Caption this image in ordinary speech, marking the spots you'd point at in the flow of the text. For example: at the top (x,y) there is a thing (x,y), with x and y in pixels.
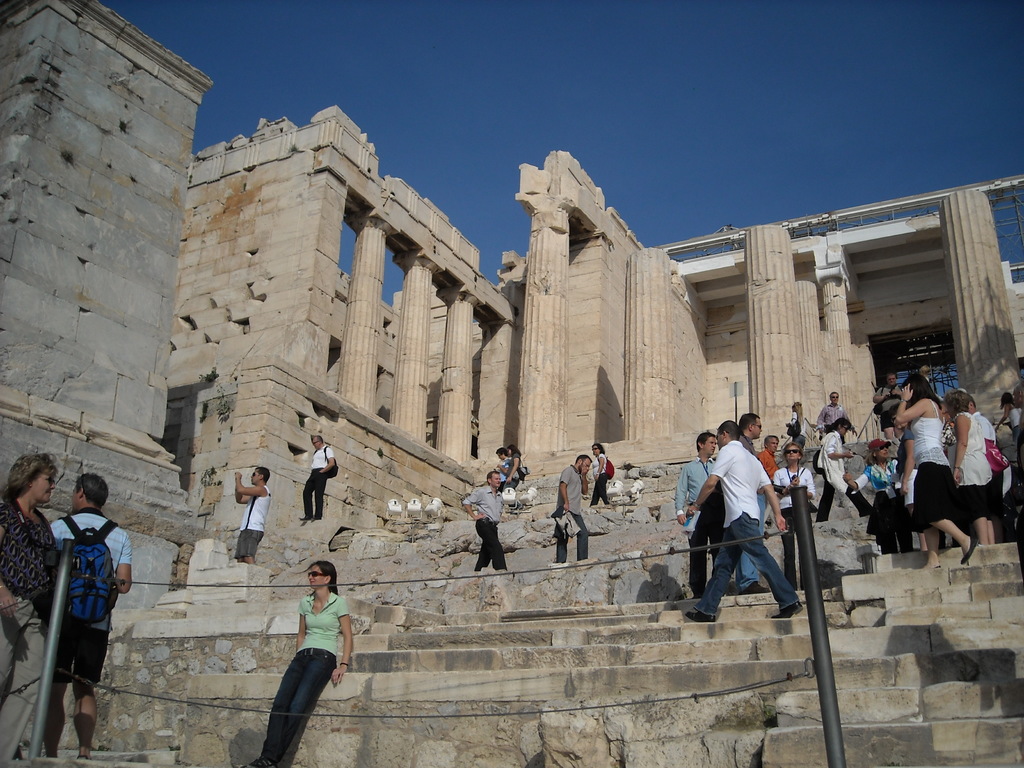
In this image, we can see a fort (490,357) and there are pillars (536,261) and we can see people (700,535) on the stairs (441,652) and there are poles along with ropes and we can see some objects (513,495) and some of the people (249,532) are wearing bags (103,555) and holding some objects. At the top (606,104), there is sky (485,72).
